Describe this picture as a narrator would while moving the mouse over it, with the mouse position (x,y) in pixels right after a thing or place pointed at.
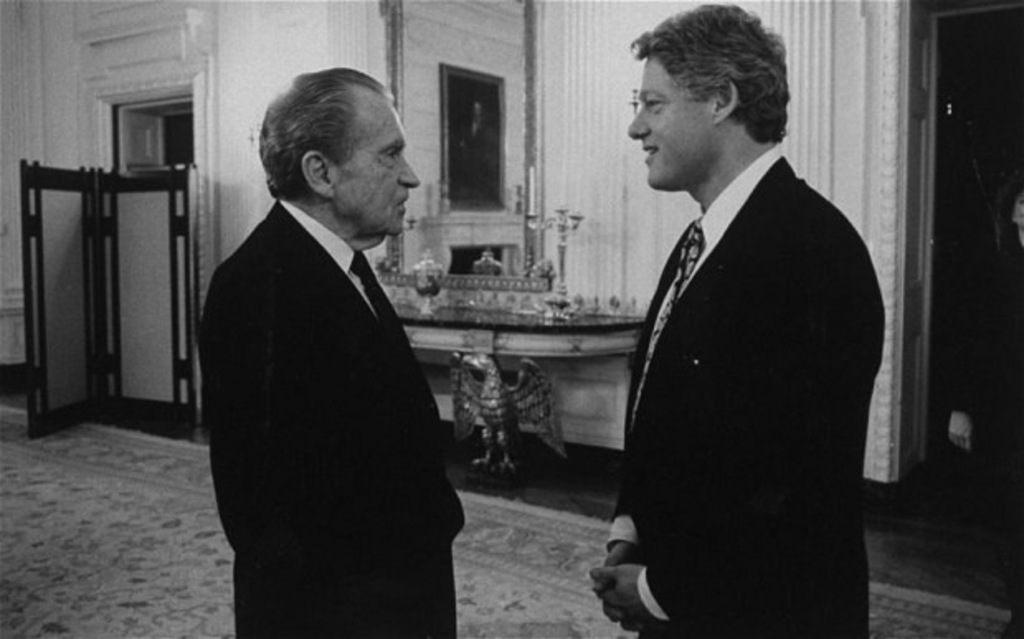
This is a black and white image, in this image there are two persons (648,317) standing on a mat (183,622), in the background (625,164) there is a table (437,316) and a wall (204,34), for that wall (116,53) there are doors (155,124).
